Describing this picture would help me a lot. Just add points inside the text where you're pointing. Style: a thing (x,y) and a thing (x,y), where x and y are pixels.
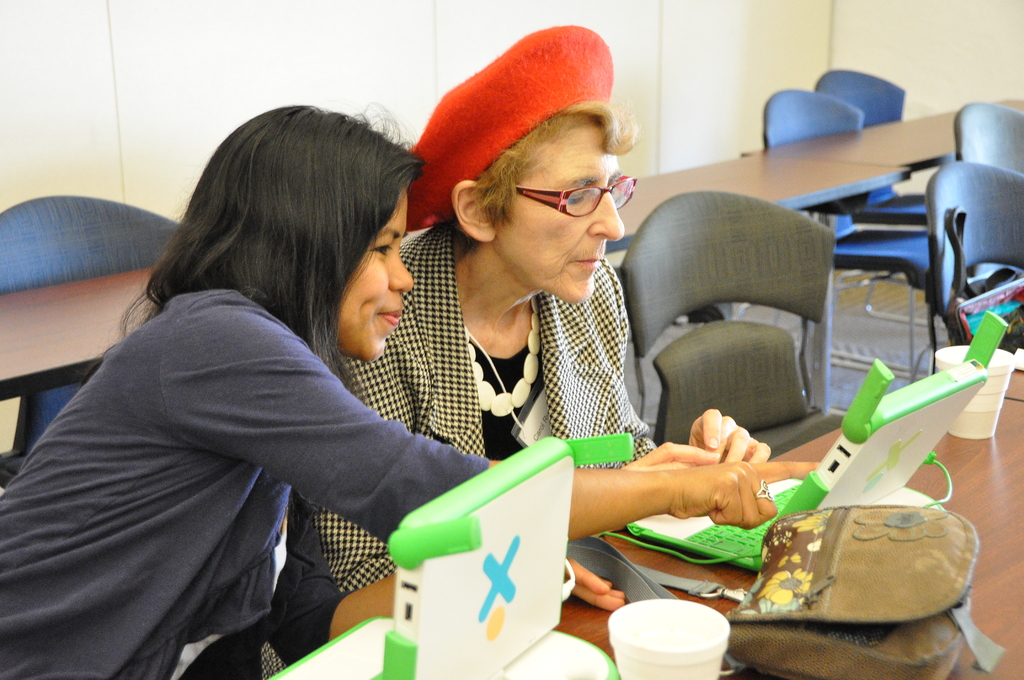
There are two women (256,508) sitting, in front of these two women (551,384) we can see laptops (465,644), cups (996,397), bag (953,519) and objects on the table (1008,394). We can see chairs (703,239) and tables (777,172). In the background (670,79) we can see wall (919,17).
